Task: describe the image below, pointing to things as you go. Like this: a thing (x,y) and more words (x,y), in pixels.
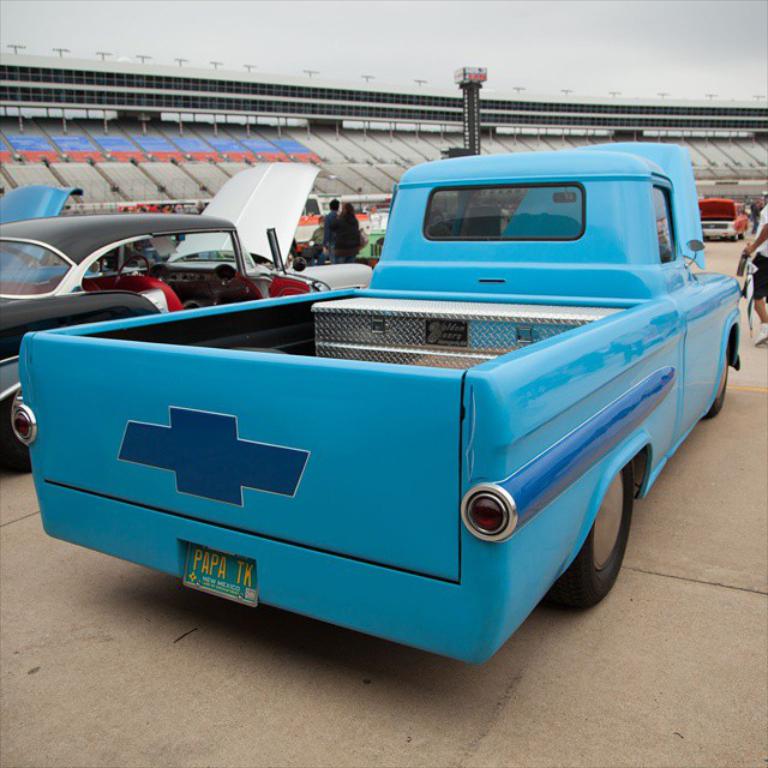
In this image we can see vehicles (440,241) and there are people (346,249). In the background (163,142) there is a stadium (329,130). At the top (367,49) there is sky (290,49).
